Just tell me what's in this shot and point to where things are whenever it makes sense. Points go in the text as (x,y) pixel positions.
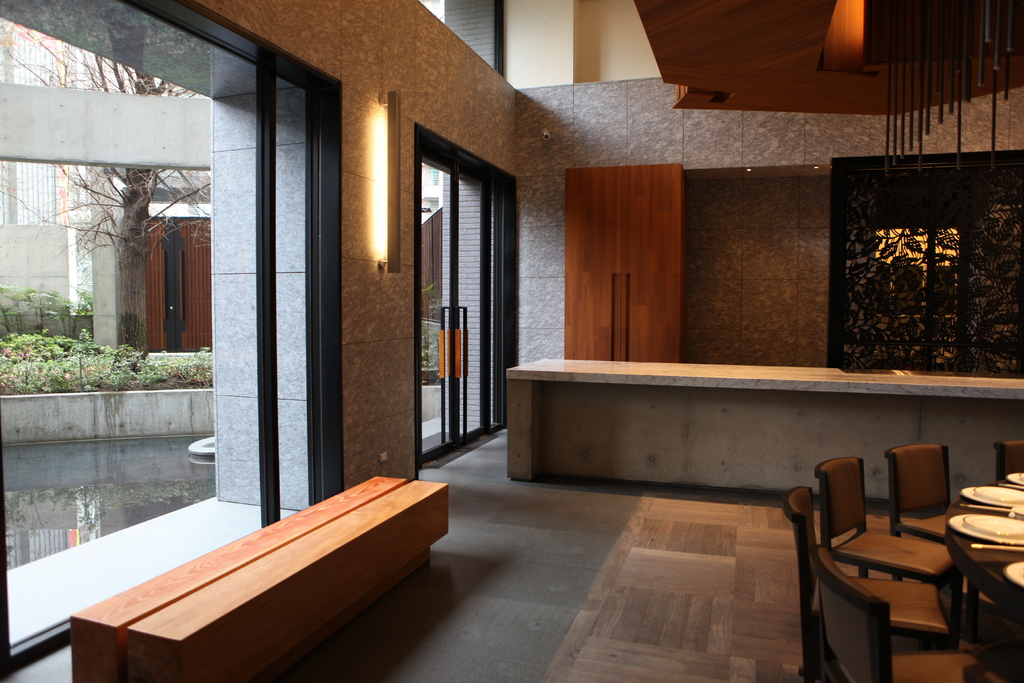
In this image I can see few chairs (853,554). There are some plates (1022,479) on the table (1010,586). I can see a door (479,355). On the left side (144,368) I can see plants (65,335) and a tree (122,310).
